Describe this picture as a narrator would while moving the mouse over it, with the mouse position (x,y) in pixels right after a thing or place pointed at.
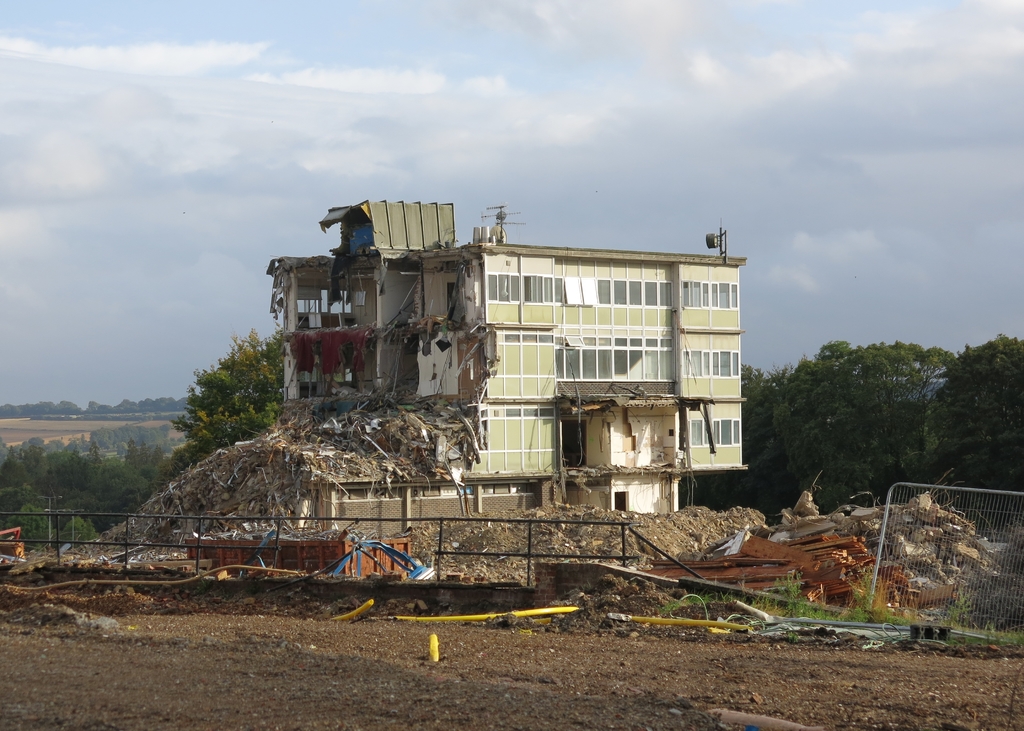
In the image there is fencing (197,553). Behind the fencing (541,524) there are some other things (485,571). And there is a collapsed building (488,353). In the background (72,487) there are trees (120,485). And also there is sky (626,110).
